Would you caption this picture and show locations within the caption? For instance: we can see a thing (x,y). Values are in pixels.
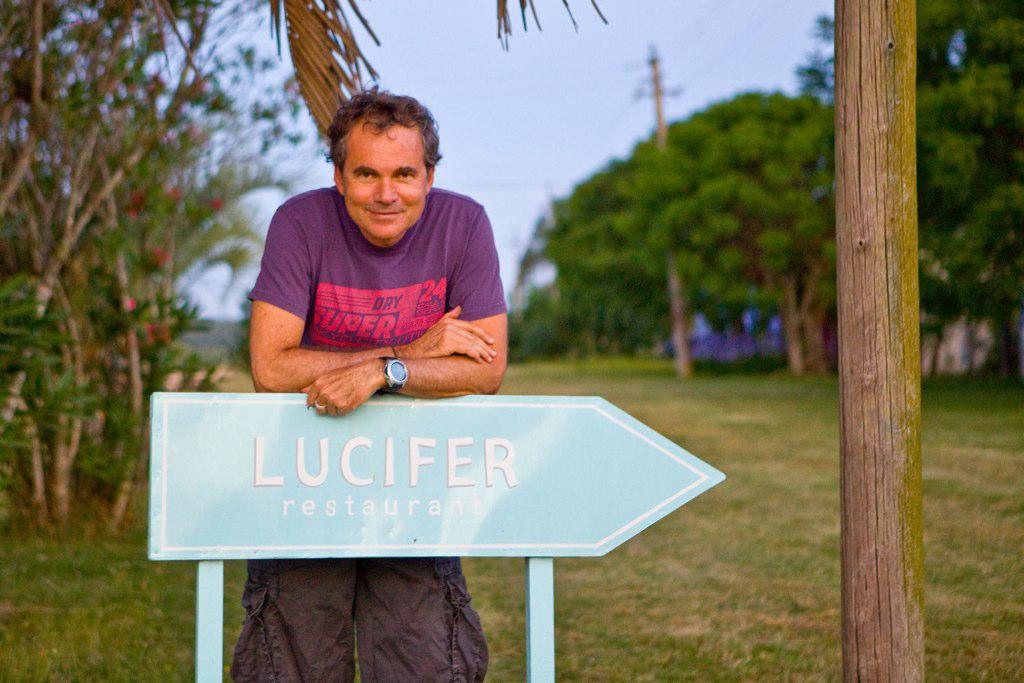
There is a man (359,218) and a sign board (675,447) in the foreground (405,303), there is a wooden post (847,204) on the right side (848,298). There are trees (607,233), grassland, pole (660,106) and sky (559,119) in the background (502,112).
